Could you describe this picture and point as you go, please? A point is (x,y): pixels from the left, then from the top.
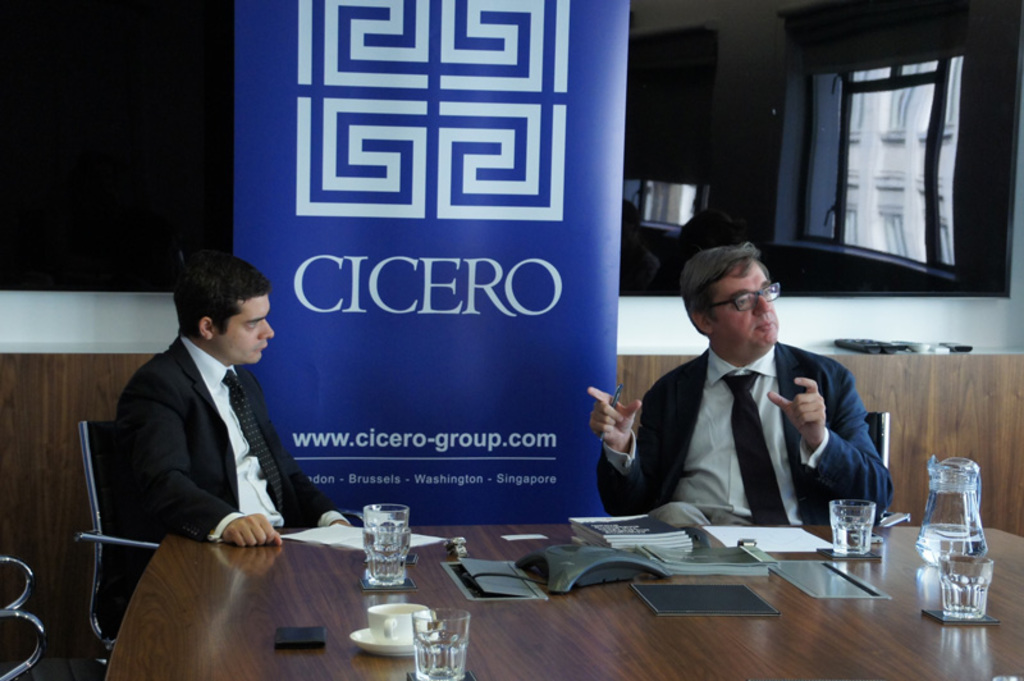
On the background (863,120) we can see window (848,195). This is a banner (457,250). Here we can see two men (252,463) sitting on chairs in front of a table (751,661). This man (632,406) is holding a pen (620,387) in his hand (626,429), wearing spectacles (742,300) and talking. On the table (885,658) we can see papers (819,542), cup (382,617), saucer (373,644), water glasses (434,643) and a jar (927,521).
